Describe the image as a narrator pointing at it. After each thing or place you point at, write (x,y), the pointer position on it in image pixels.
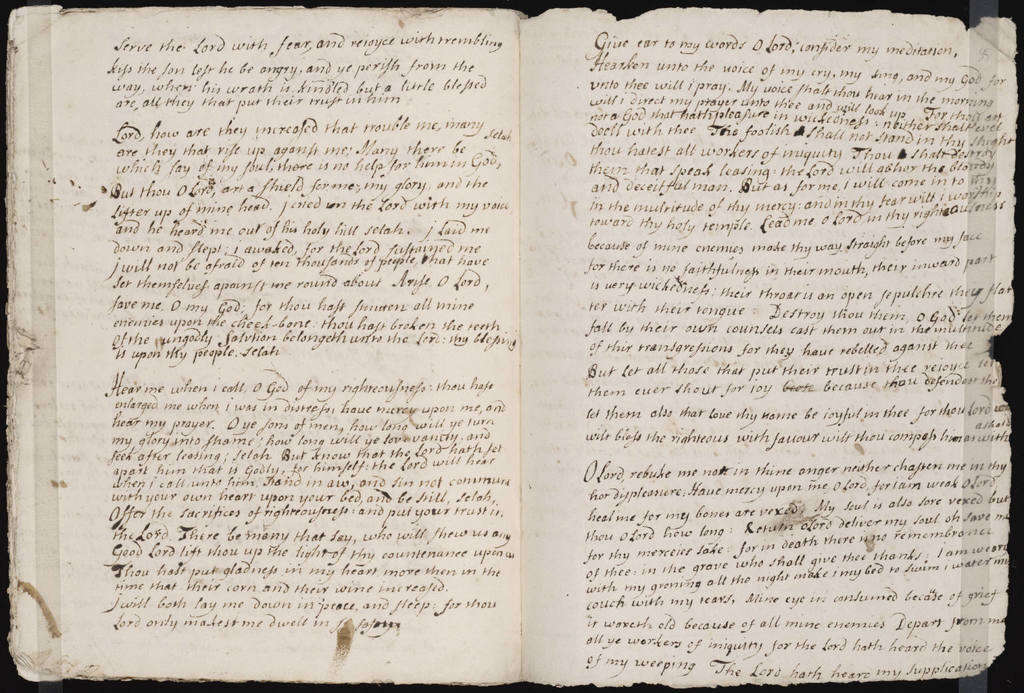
In the picture we can see the book (703,340) which is opened, in it we can see the information (634,302).
